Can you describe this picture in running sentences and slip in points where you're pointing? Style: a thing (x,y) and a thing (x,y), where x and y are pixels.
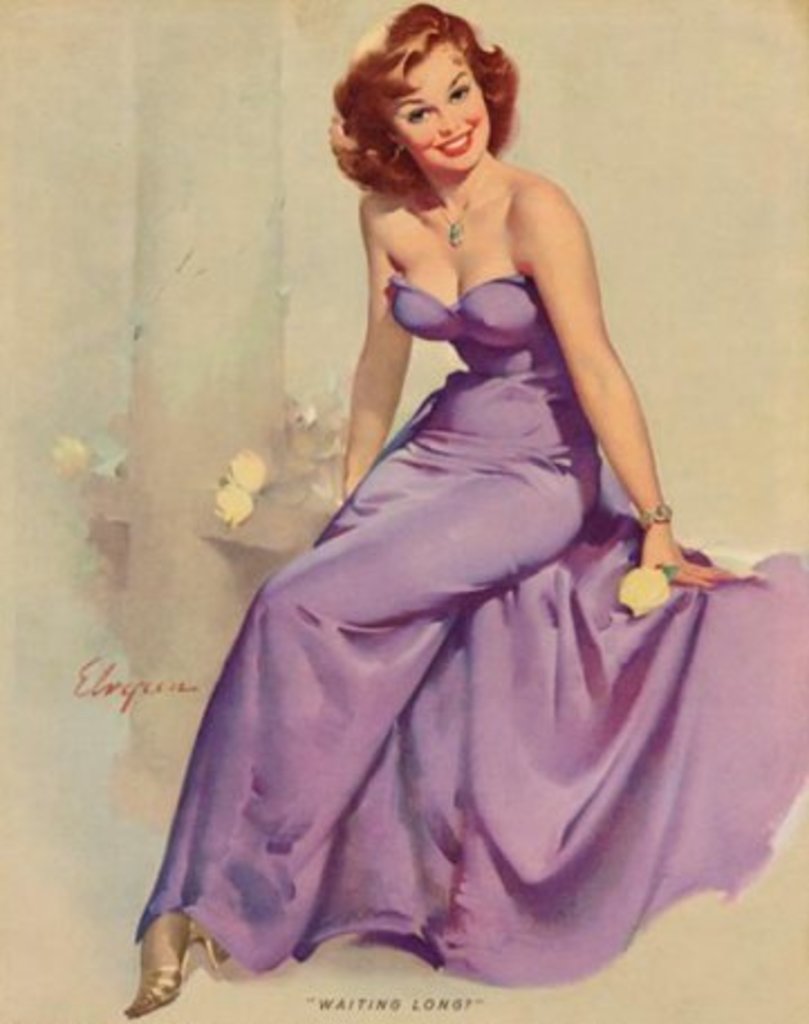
In the foreground of this image (486,497), there is a painting (459,570) of a lady (438,612) sitting on the stone (257,524). Beside her, there are flowers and a pillar (194,235) and there is a cream background (650,213).
